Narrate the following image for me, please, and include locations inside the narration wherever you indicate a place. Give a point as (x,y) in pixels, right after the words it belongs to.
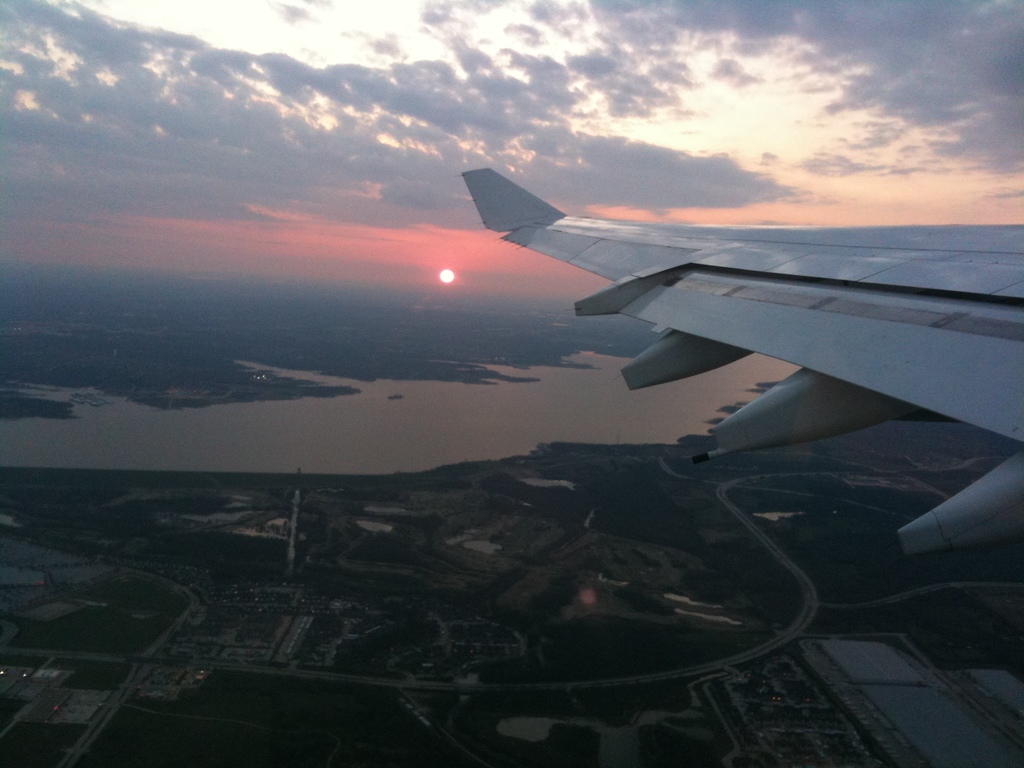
This image is taken outdoors. At the top of the image (306,155) there is the sky (907,148) with clouds (336,63) and sun (444,280). On the right side of the image (747,249) there is an airplane (705,325) flying in the sky (468,208). At the bottom of the image (202,585) there is a ground (630,709) with grass (474,558) on it and there are many houses (813,681) and buildings (813,681) on the ground (710,571). There are many trees (284,552) and plants (444,494) on the ground (381,478). In the middle of the image (357,419) there is a river (404,419) with water (457,388).
